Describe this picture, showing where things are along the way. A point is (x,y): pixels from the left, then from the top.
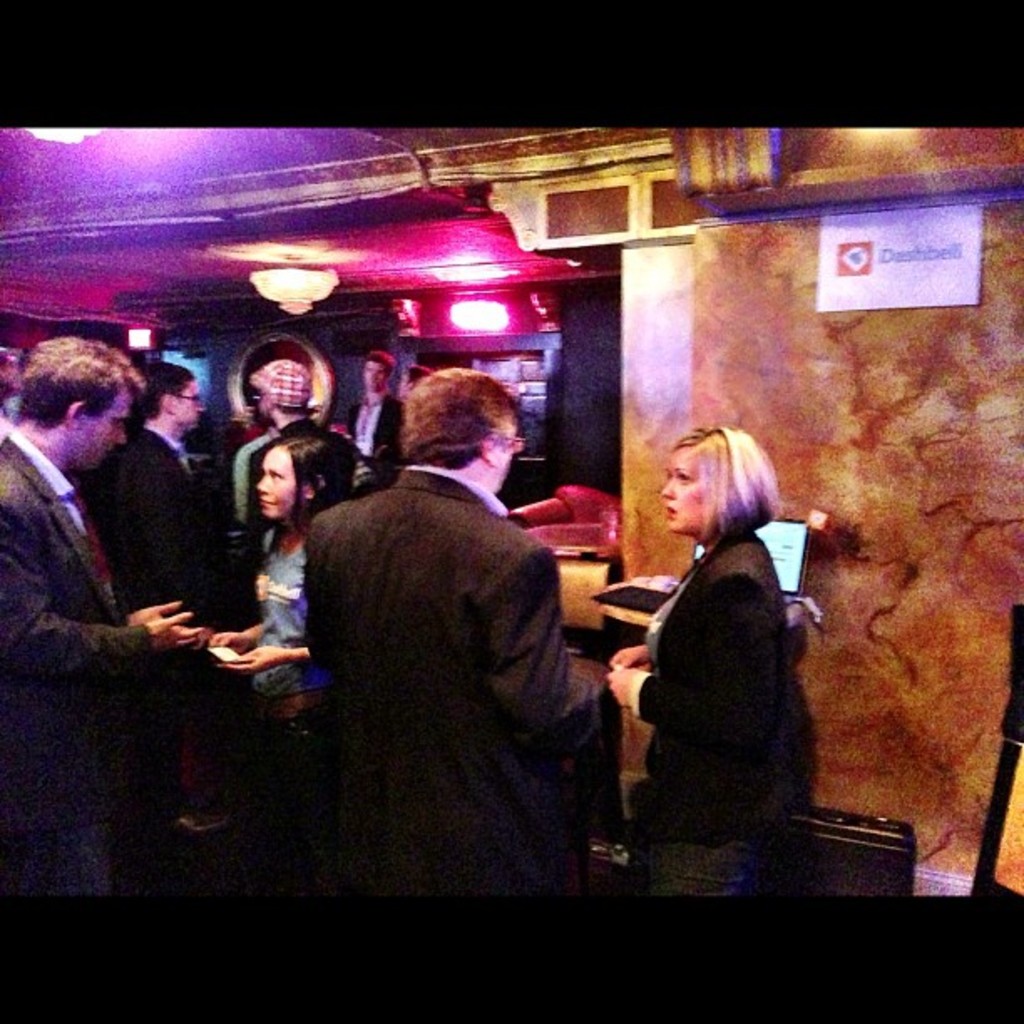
This is an edited picture. I can see group of people (716,773) standing, there is a paper (919,278) on the wall (986,367), there is a chandelier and there are some objects (784,586).
